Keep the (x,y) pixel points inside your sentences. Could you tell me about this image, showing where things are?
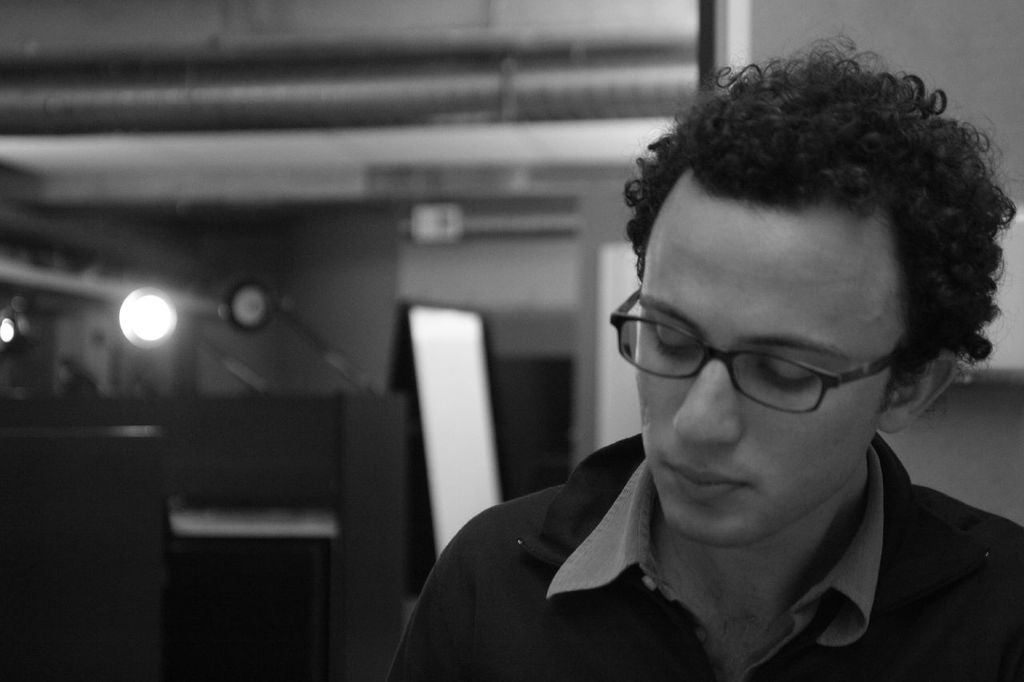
This is a black and white picture. In front of the picture, we see a man (745,481) is wearing the spectacles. Behind him, we see a wall (348,373), table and a board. We see the lights (248,292) and a wall (519,282). At the top (380,16), we see the ceiling (380,16) of the room (419,114). This picture is blurred in the background (209,333).
